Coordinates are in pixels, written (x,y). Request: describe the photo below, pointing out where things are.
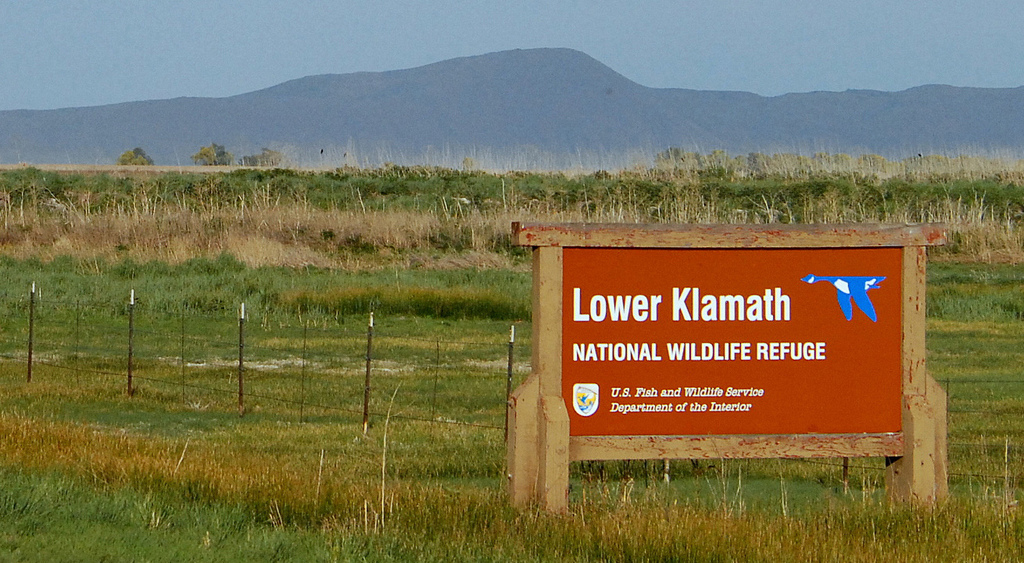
In this image I can see some grass (192,519) on the ground (180,519) which is green and brown in color. I can see a huge wooden board (650,370) which is red, blue and white in color. I can see few poles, the fencing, some grass (408,185) and few trees (200,154). In the background (378,131) I can see a mountain (513,105) and the sky (625,58).
